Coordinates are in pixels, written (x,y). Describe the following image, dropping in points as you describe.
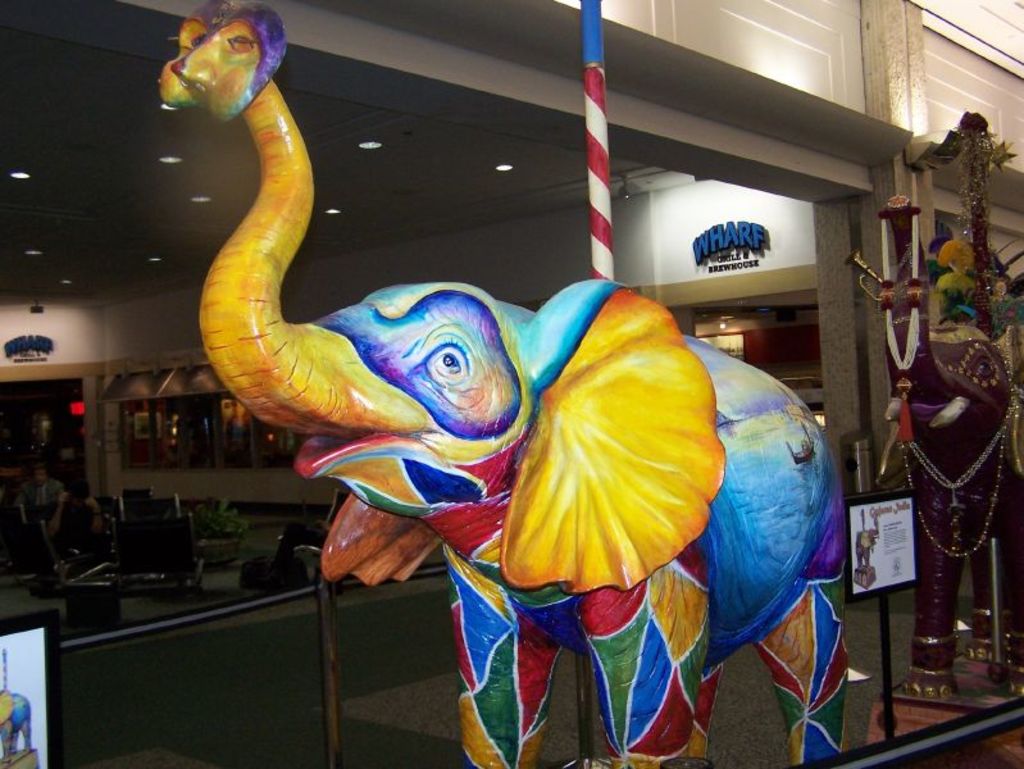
In this picture we can see a statue (625,377) of an elephant (500,535) near to the fencing (332,675). On the right (977,489) we can see dark elephant statue (990,332) near to the pillar (847,283). In the back (196,456) we can see windows (278,443), sign boards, plant (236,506) and other objects (70,615). On the bottom left corner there is a painting (53,613).
